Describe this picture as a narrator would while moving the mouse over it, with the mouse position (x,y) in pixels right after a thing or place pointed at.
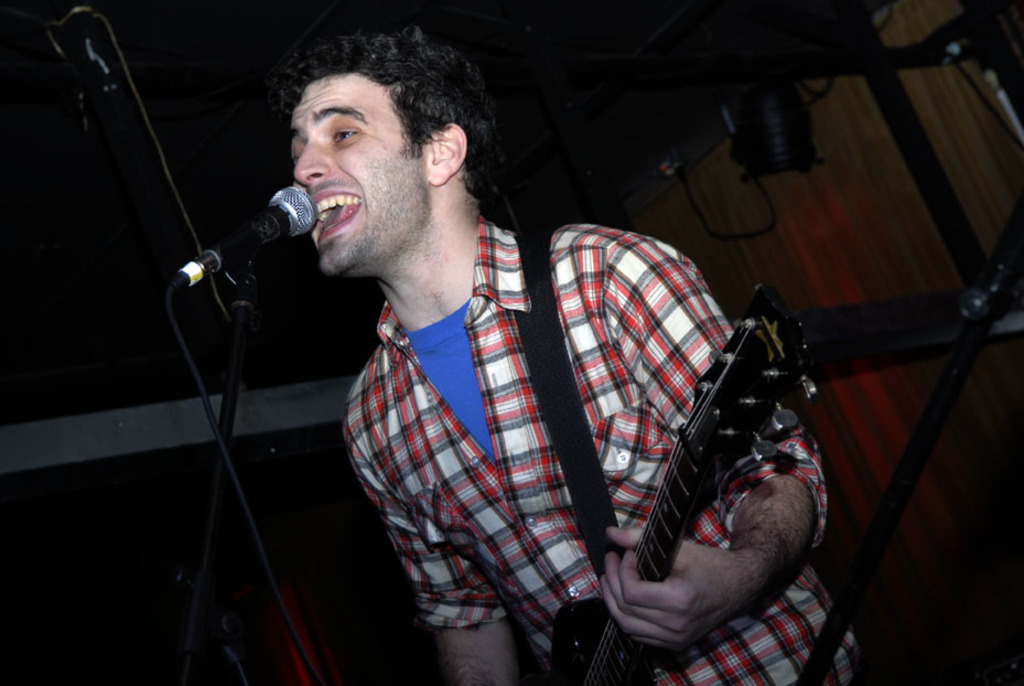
As we can see in the image there is a man (505,410) holding guitar (664,566) and singing on mic (288,210).
